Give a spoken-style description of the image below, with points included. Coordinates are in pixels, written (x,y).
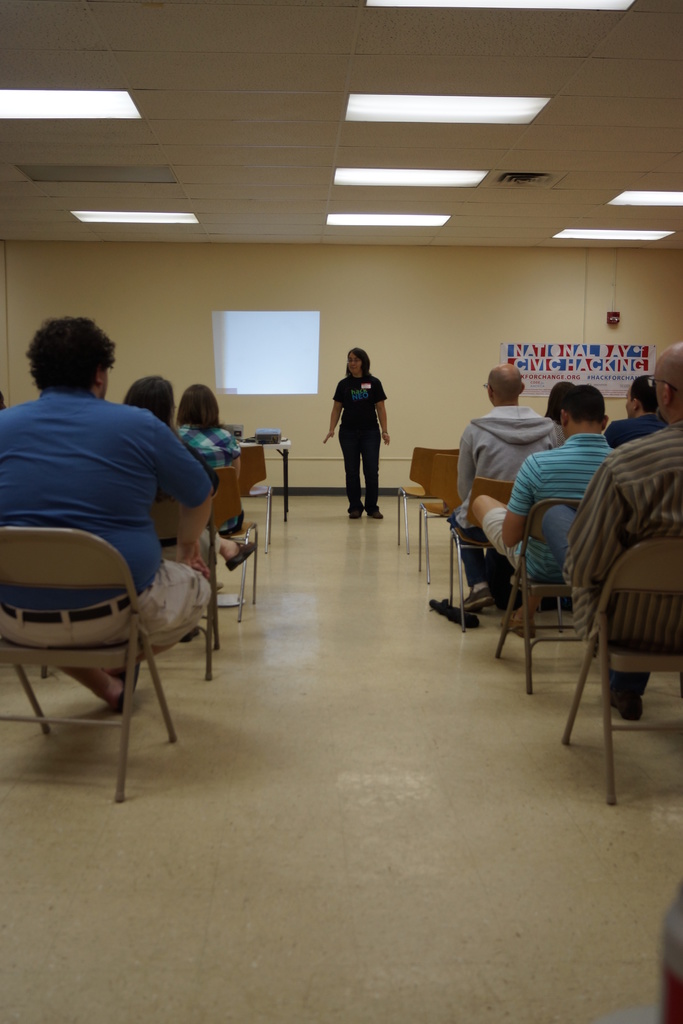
This picture describes about group of people (192,594) few are seated on the chair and one person (362,417) is standing in front of them, and we can see a hoarding (612,344), projector screen (319,353) and couple of lights (397,169) in the room (328,643).
